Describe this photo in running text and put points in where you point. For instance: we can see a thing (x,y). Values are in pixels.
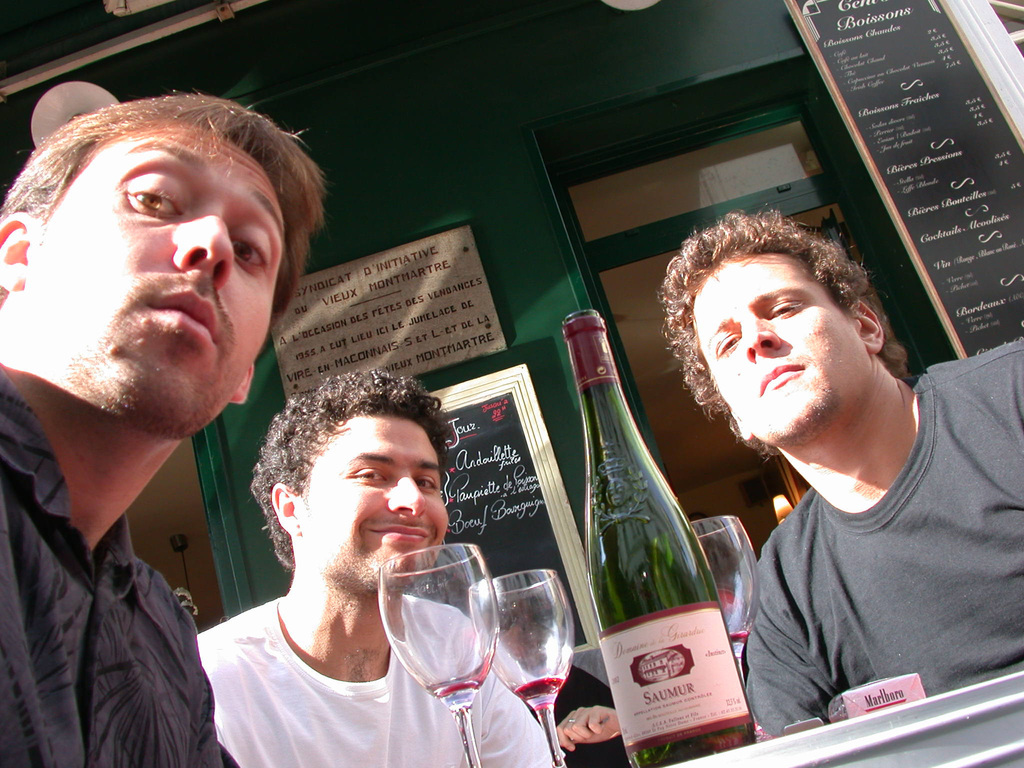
In the picture there are three men (101,479) and the person (379,394) who is sitting in the middle (363,398) smiling and there is also a table (948,755) in front of them there is a wine bottle (638,723) and three wine glasses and there is also a cigarette pack (917,694).
